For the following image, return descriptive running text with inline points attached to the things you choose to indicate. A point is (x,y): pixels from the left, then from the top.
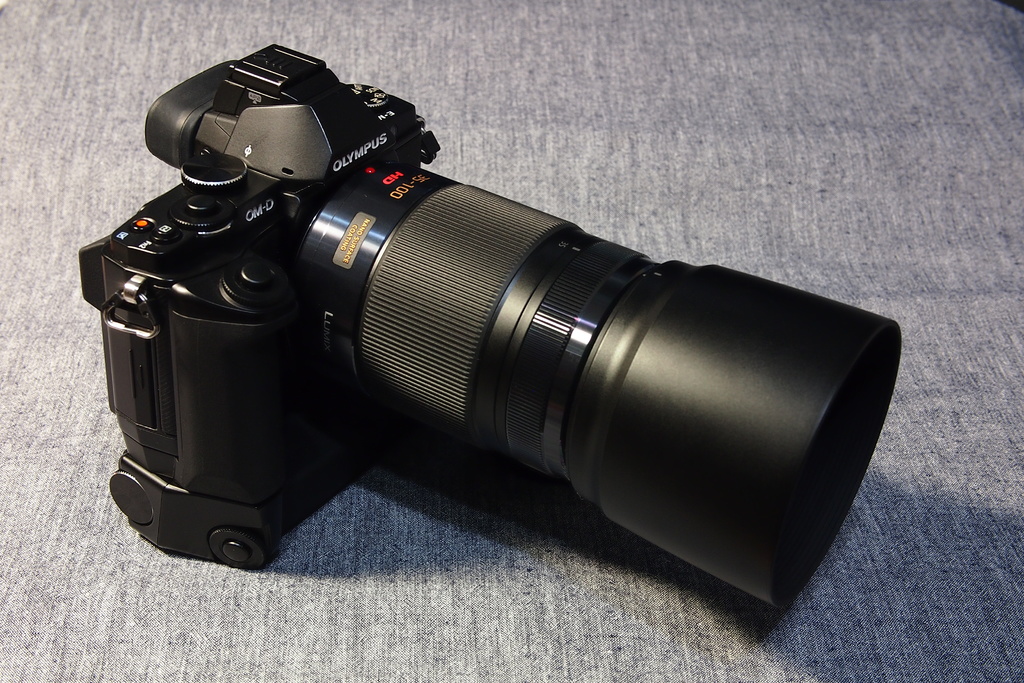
In this image we can see a camera (575,286). In the background of the image (613,155) there is a surface (610,200).
